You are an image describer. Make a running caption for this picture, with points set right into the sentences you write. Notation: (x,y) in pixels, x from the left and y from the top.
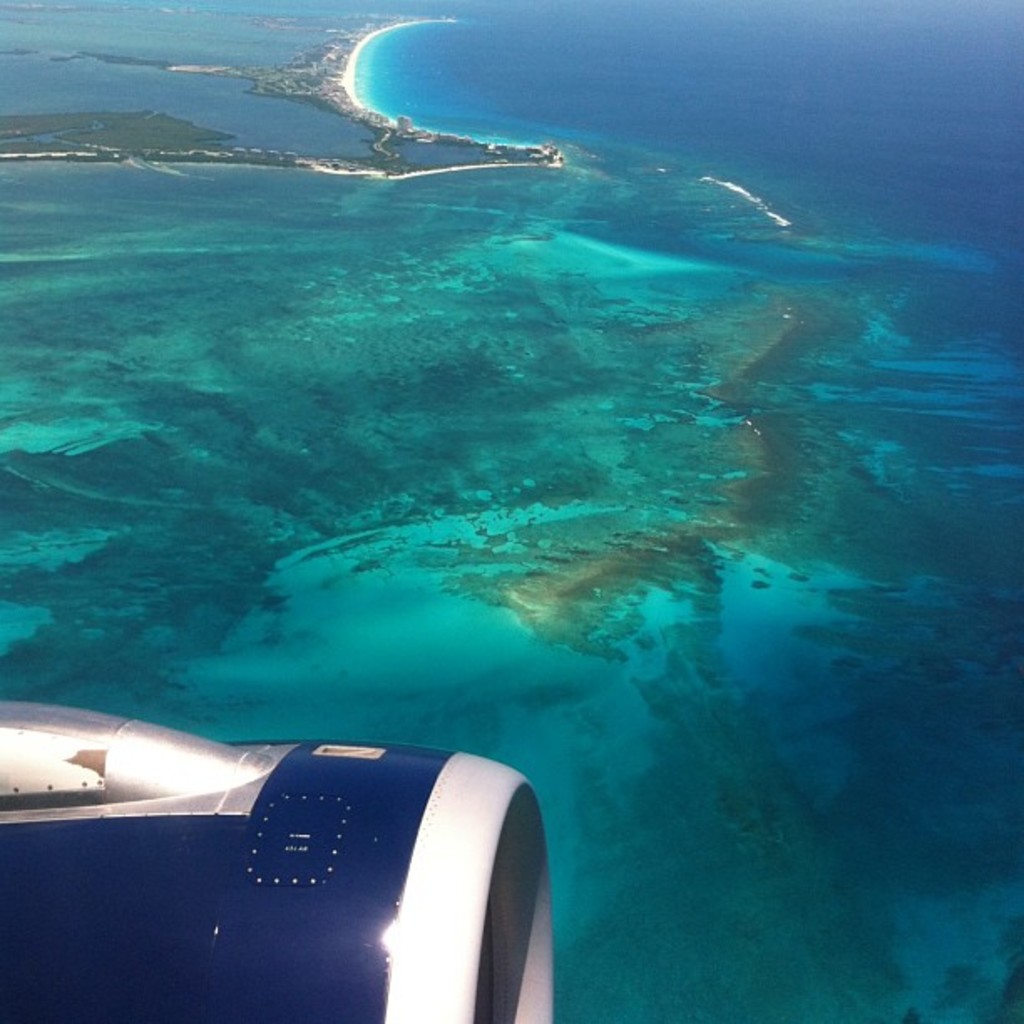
This image is clicked from a plane (126,848). To the left bottom (303,863), there is an engine (390,891) of the plane (175,879). At the bottom (789,841), there is a sea (600,486). And there is a water (325,233) all over the image.
